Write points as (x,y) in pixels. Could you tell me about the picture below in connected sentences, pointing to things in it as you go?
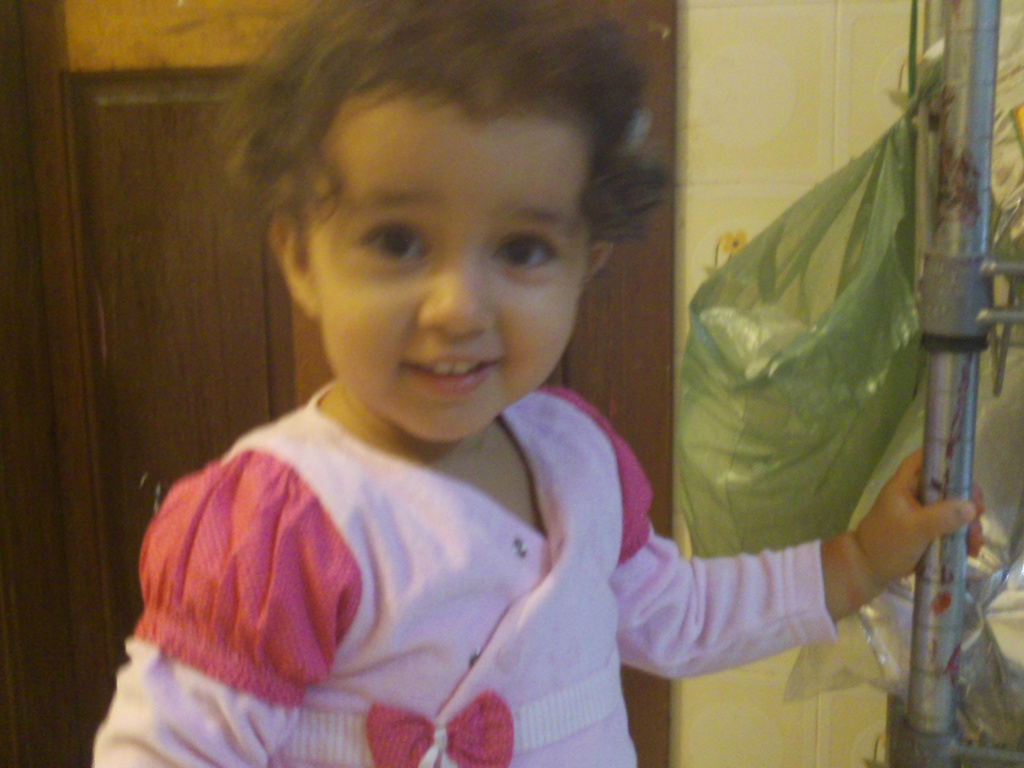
In the foreground (493,432) I can see a kid (464,598) is holding a metal rod (969,332) in hand (975,528). In the background (970,621) I can see a door (47,124), cover (832,286) and a wall (751,127). This image is taken, may be in a room.
